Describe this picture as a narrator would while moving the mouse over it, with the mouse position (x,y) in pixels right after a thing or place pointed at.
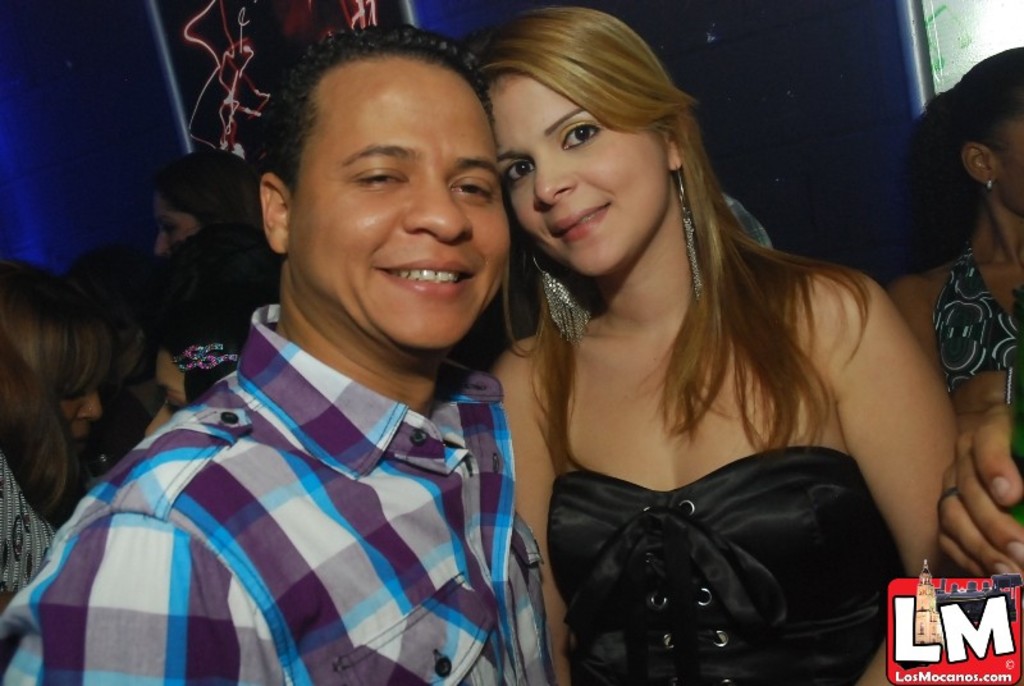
In this picture we can see a man (494,490) and a woman (584,266). They are smiling. In the background (66,82) we can see few people (1004,342), wall (781,47), and an object (367,6).
